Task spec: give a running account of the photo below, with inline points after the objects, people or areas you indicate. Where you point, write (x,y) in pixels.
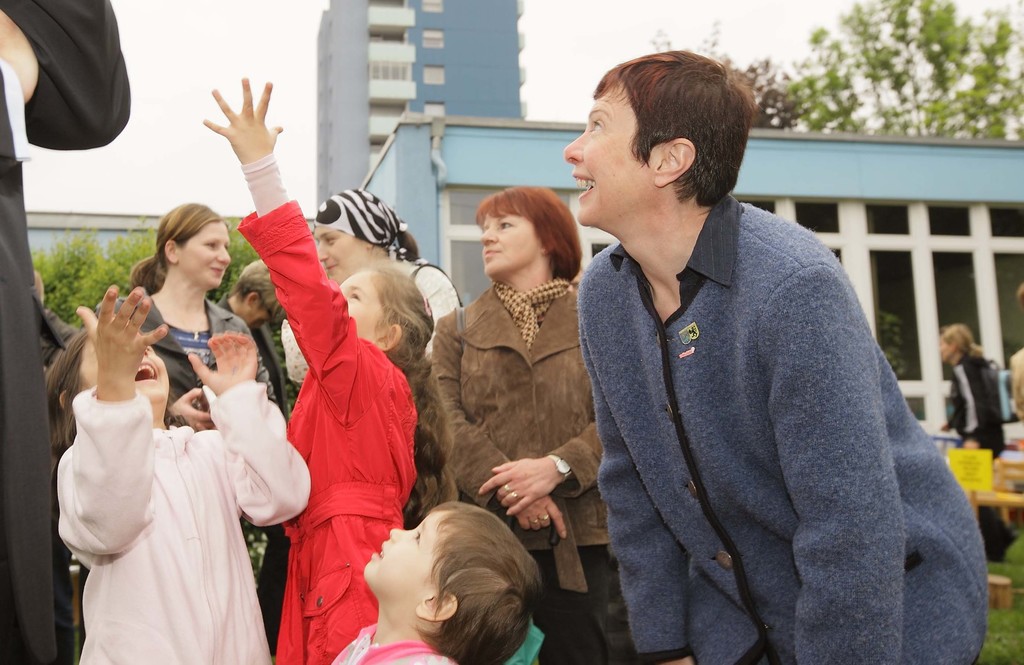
In this image, we can see people (454,421) wearing clothes (459,480). There is a building (543,141) in the middle of the image (477,233). There is a tree (114,277) on the left (123,289) and in the top right of the image (860,116).
